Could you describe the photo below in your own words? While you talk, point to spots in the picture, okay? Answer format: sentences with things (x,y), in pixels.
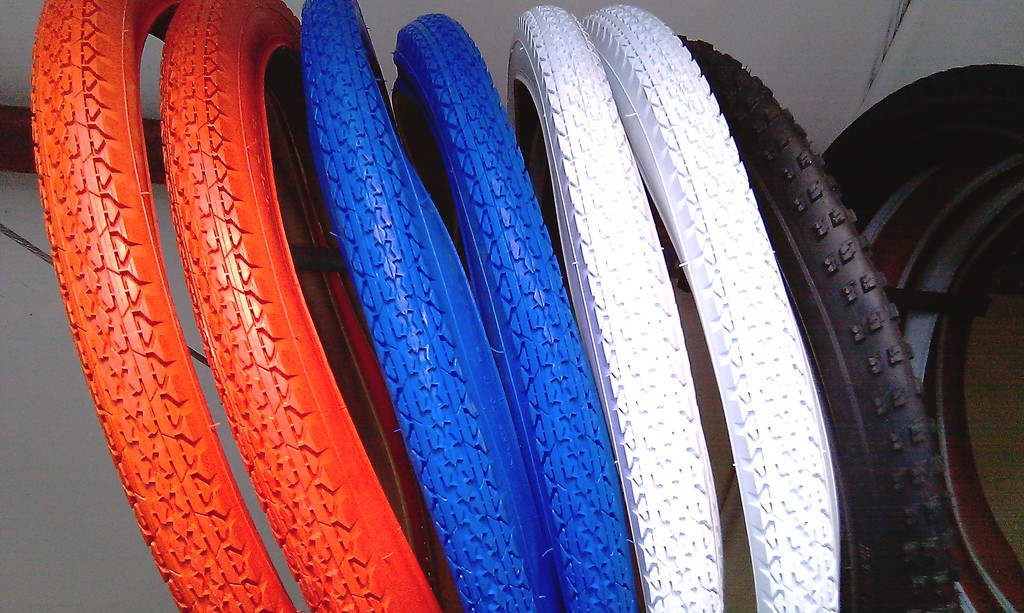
In this image I can see few tires (723,358) in red, blue, white and black color. Background (89,530) is in white color.
